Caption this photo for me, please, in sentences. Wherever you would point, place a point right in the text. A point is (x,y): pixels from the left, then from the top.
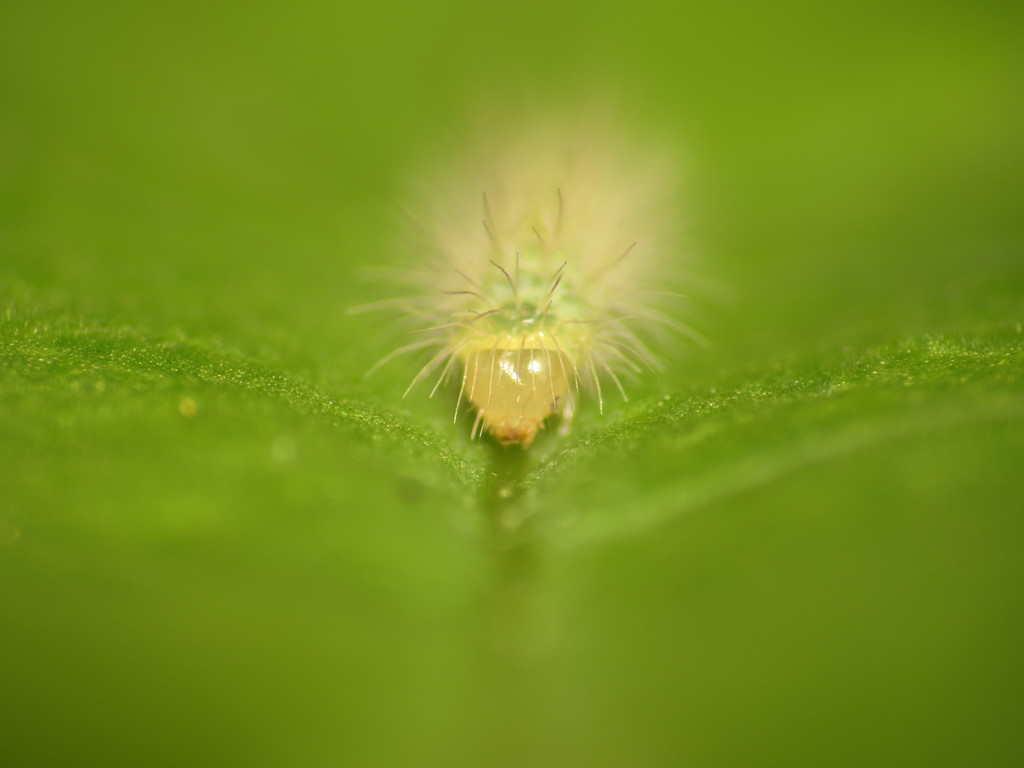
In the center of the picture (484,315) there is an insect like thing (507,300) on a green color object (331,423).
